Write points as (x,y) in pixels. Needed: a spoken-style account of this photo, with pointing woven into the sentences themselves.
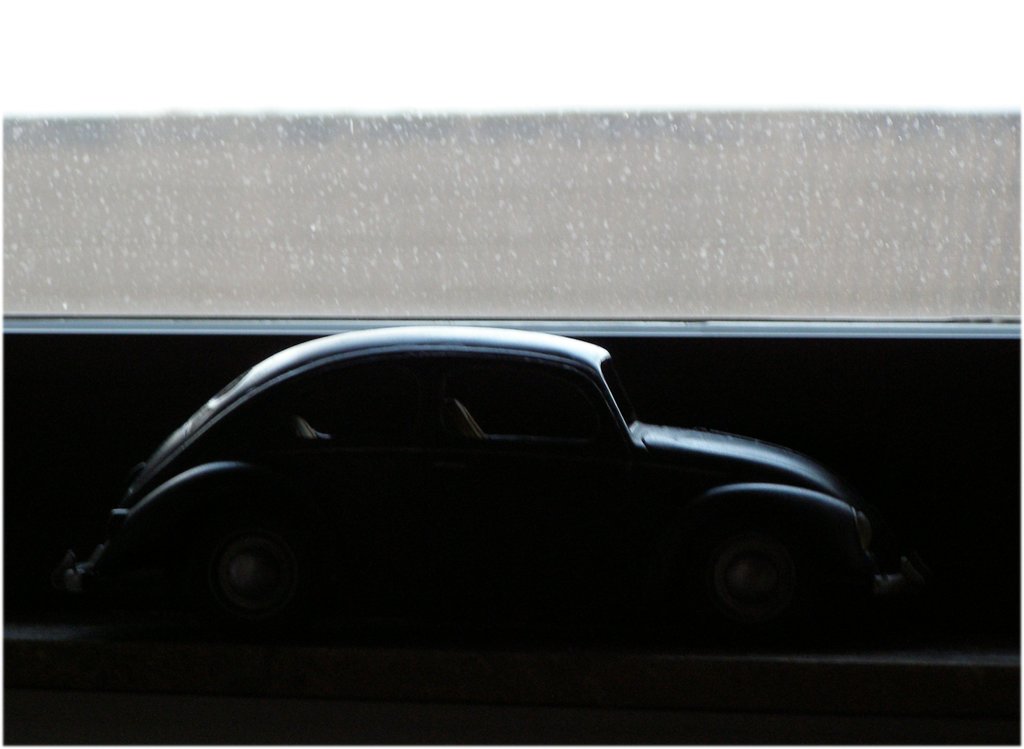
In this image we can see a toy car (339,489) on a black surface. At the top (540,168) we can see an object (568,171) looks like a glass (485,191).
